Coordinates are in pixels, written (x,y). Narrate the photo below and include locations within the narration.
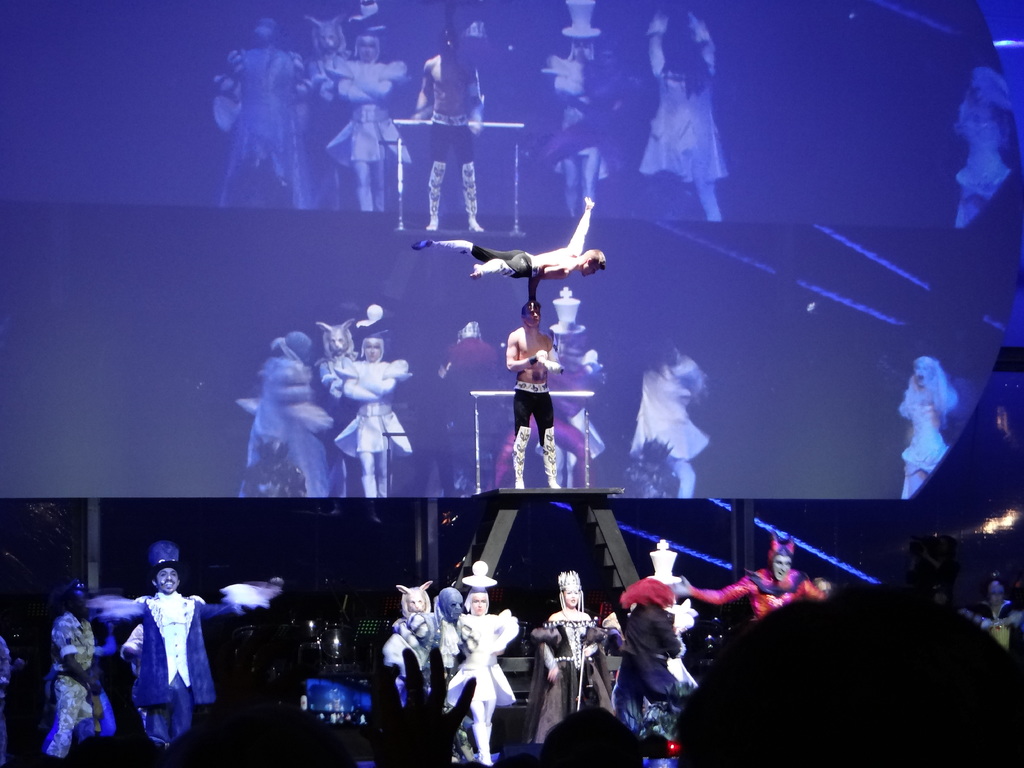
In this picture we can observe some people (604,621) on the stage (222,654). There are men (165,648) and women (550,629) in different costumes (485,632). They were performing an activity. In the background (281,312) we can observe a big screen (288,268).
